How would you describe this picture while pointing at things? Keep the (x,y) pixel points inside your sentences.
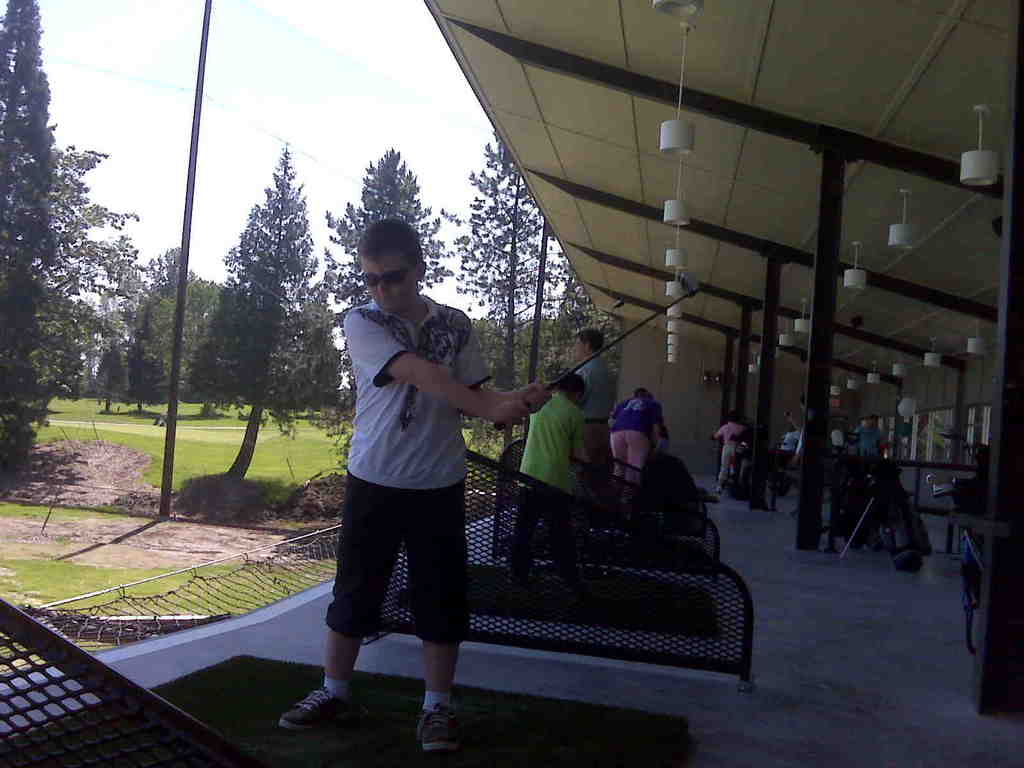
In the foreground (567,460) I can see a group of people (531,558) are standing on the floor (510,656) in front of nets (592,643) and few are holding some objects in their hand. In the background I can see a wall (701,423), lamps (855,279) are hanged, metal rods (958,367), some objects (964,541), grass (82,574), plants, trees (239,453), poles (195,111), fence (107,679) and the sky (326,227). This image is taken may be during a day.
